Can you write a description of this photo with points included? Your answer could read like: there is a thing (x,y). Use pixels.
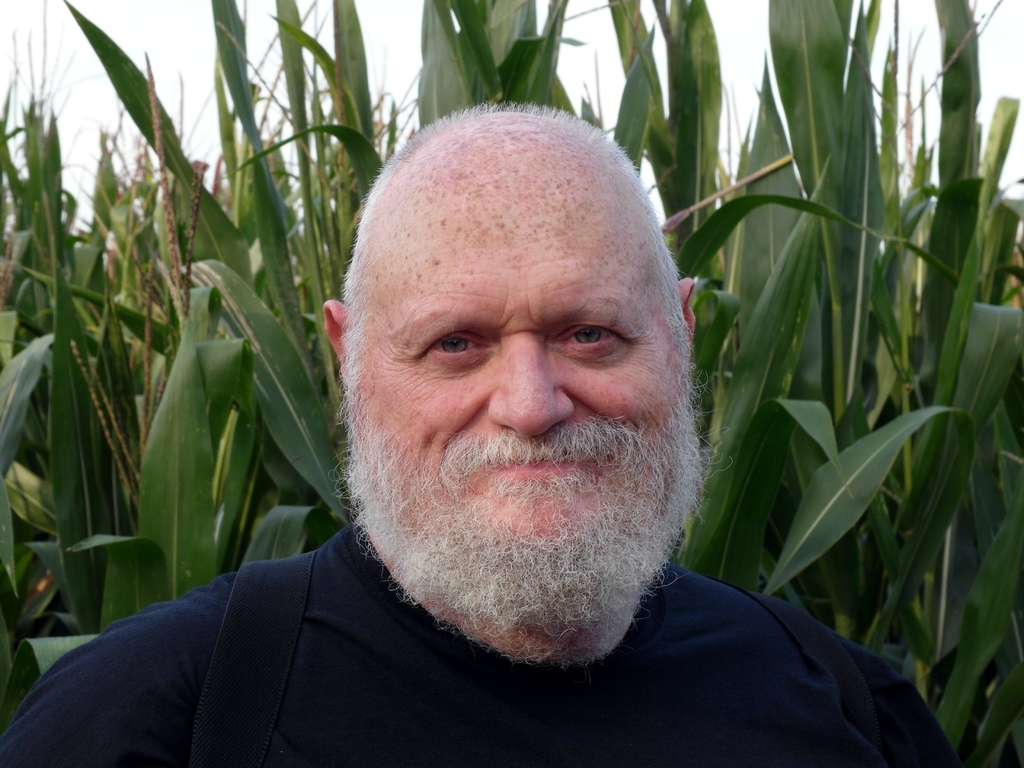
In this picture we can see a man (446,740) smiling, plants (126,325) and in the background (880,44) we can see the sky (596,15).
